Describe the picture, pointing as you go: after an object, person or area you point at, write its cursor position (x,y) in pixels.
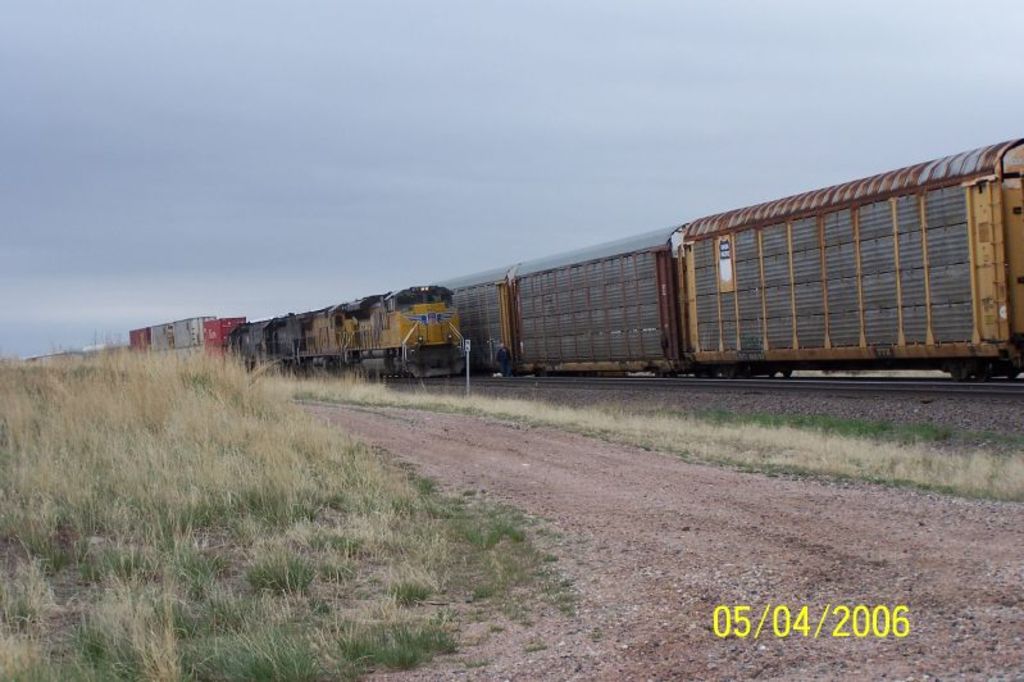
In this image we can see the trains (509,320) on the railway tracks (970,386). We can also see the grass (290,440), stones (996,409) and also the land (700,530). In the background (204,62), we can see the sky (535,104) and we can also see the date (776,612) on the right (805,622).
